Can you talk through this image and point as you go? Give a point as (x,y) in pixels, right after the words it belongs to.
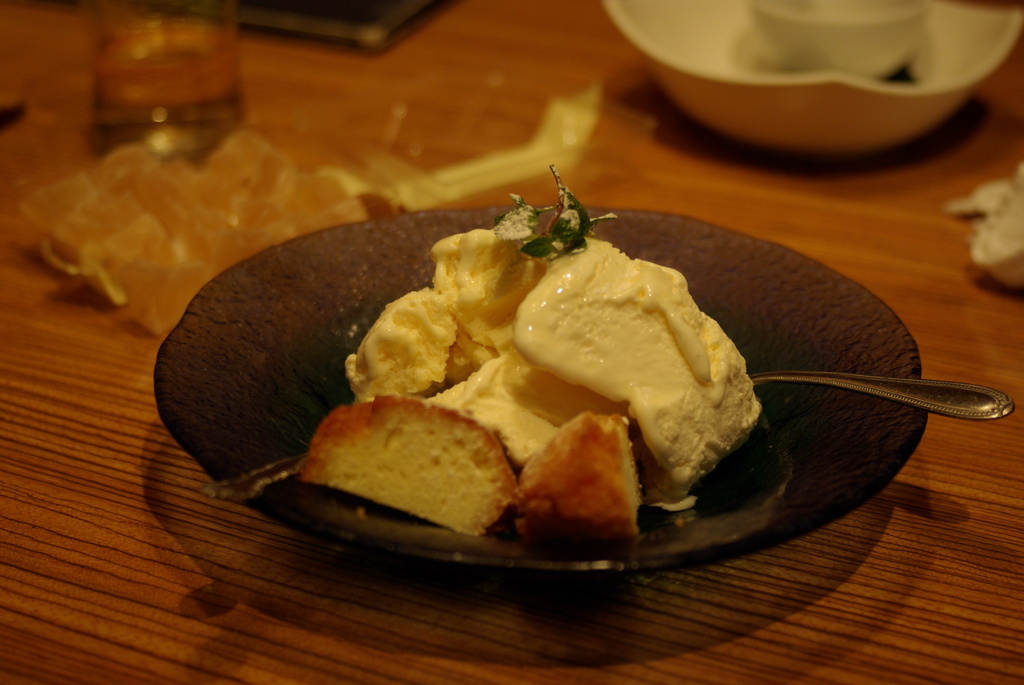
In this image we can see food item (608,430) in a plate (651,215), glass (147,94) with liquid (156,54) in it, objects (81,241) and bowl (883,14) are on a table (69,48).
